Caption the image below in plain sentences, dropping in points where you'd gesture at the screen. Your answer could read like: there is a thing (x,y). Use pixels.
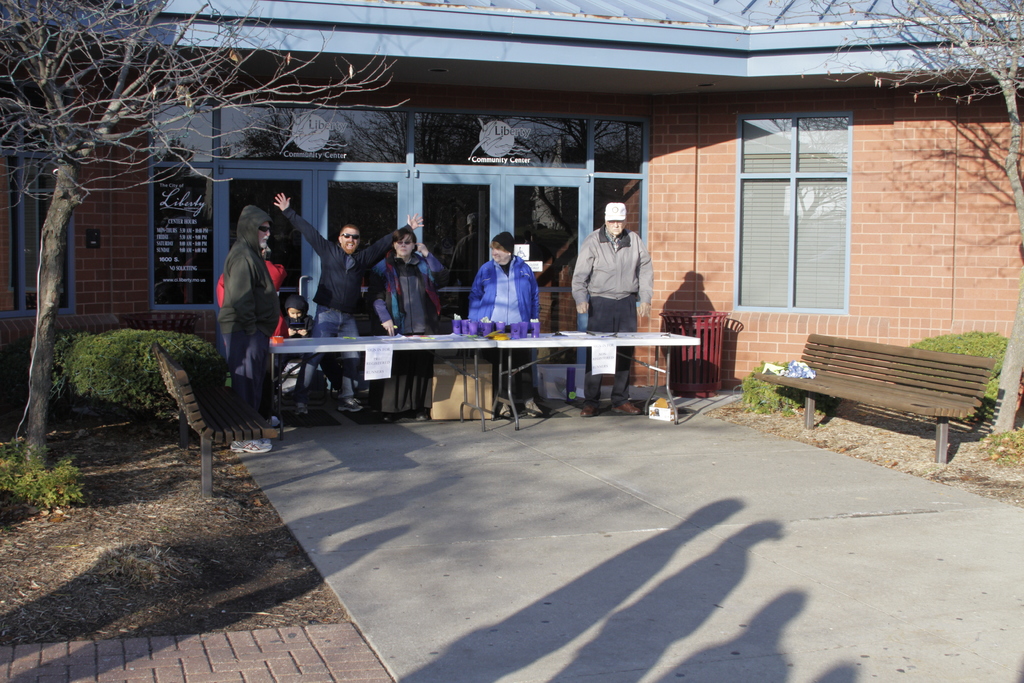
In this image we can see people (634,282), tables (542,346), papers (380,374), benches (859,354), and objects (698,366). There is a road (686,529). Here we can see plants (64,463) and bare trees (134,26). In the background (665,284) we can see a house (633,172), door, and windows (819,128).
